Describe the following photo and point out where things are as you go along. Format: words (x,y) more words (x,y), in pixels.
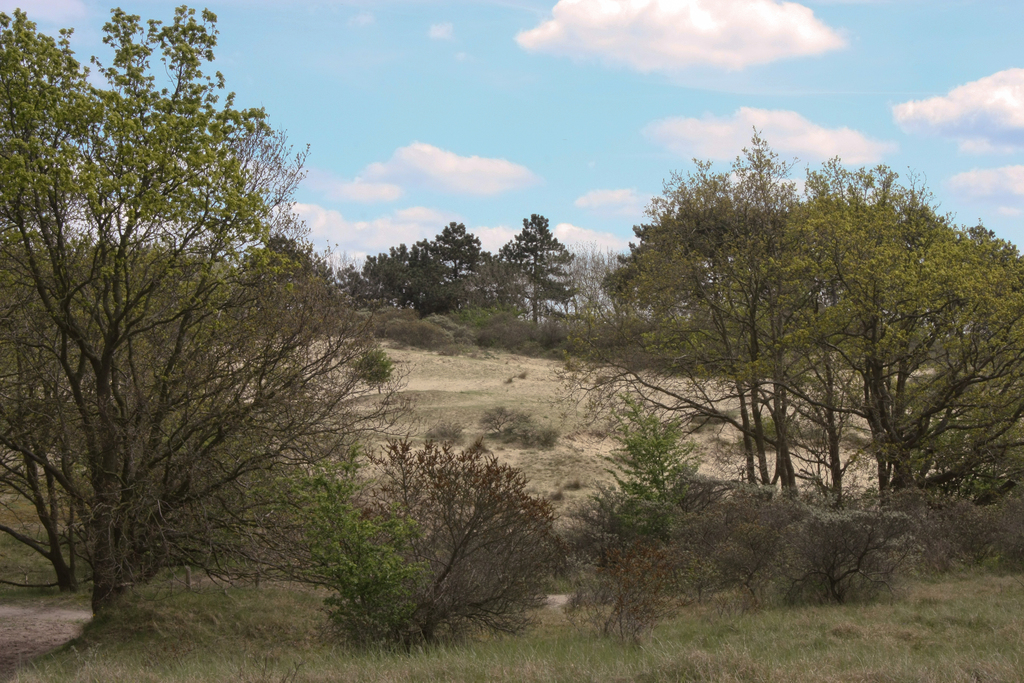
In this image, we can see some grass (467,643) and plants (419,519). We can see the ground (415,434). There are a few trees (980,459). We can see the sky (818,121) with clouds (767,120).
